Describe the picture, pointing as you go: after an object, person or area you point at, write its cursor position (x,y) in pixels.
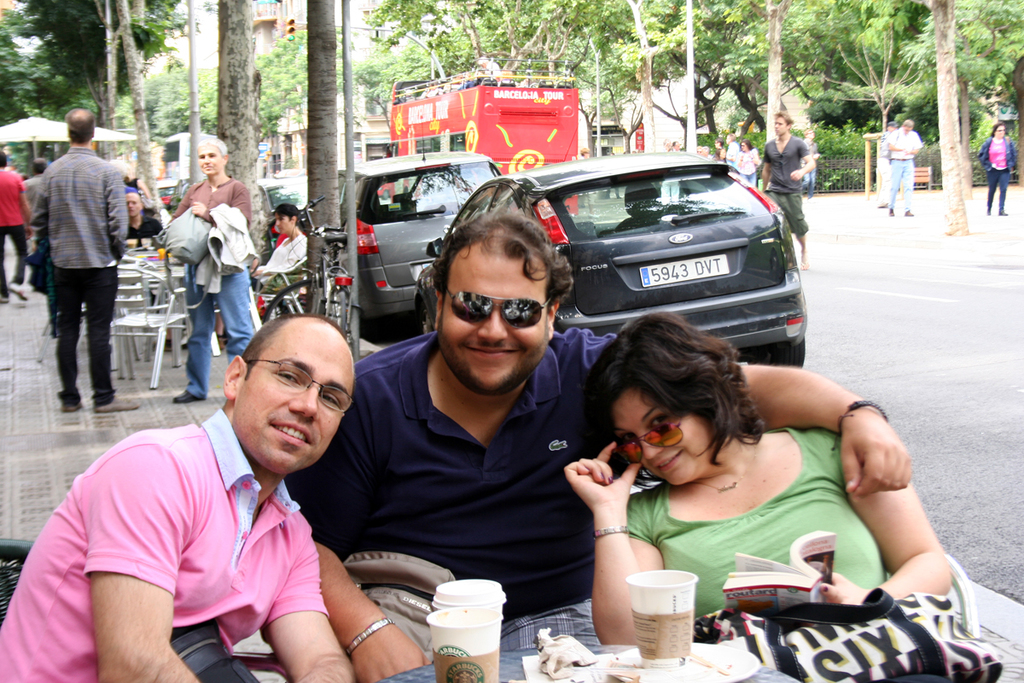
As we can see in the image there are few people (1002,127) here and there, cars (661,248), bus (513,123), houses (305,58), trees (309,38) and tables (512,668). On table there are cups (674,630) and plates (714,658). On the right side (831,174) background (839,159) there is fence (854,159) and plants (844,101).
